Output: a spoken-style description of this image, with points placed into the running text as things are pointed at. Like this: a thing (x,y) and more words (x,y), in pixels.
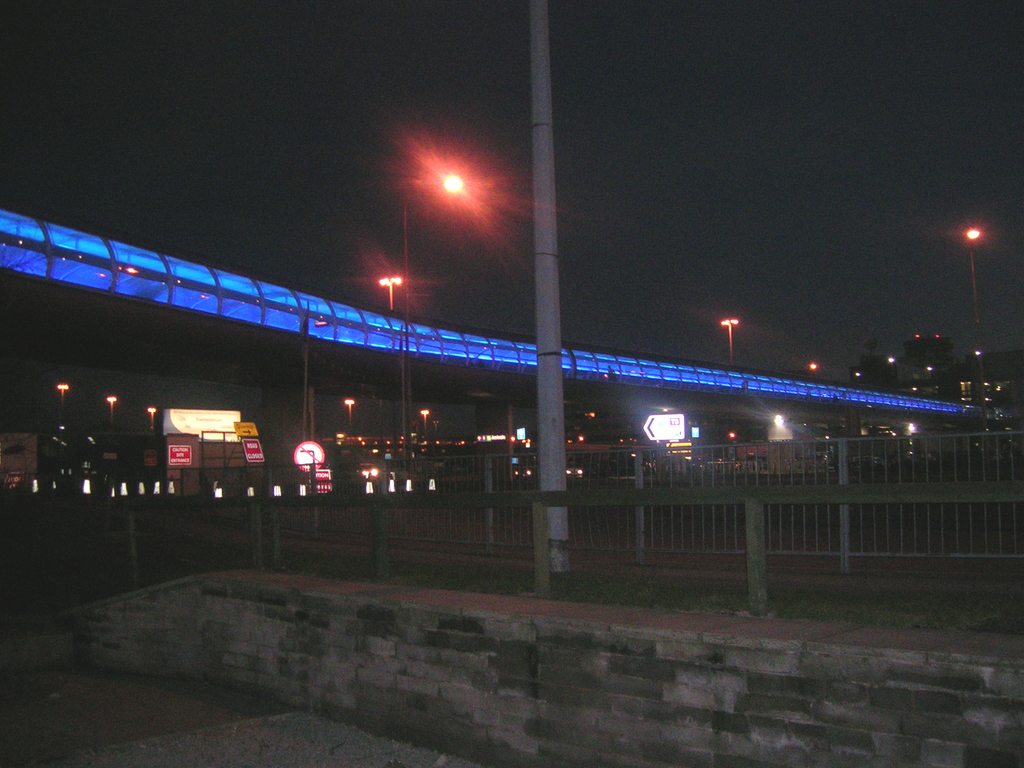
At the bottom of the image (543,541) we can see fencing (666,542). Behind the fencing (994,542) we can see some poles (983,422), banners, lights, sign boards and bridge (594,355). Behind the bridge (140,359) we can see some buildings (979,387).
